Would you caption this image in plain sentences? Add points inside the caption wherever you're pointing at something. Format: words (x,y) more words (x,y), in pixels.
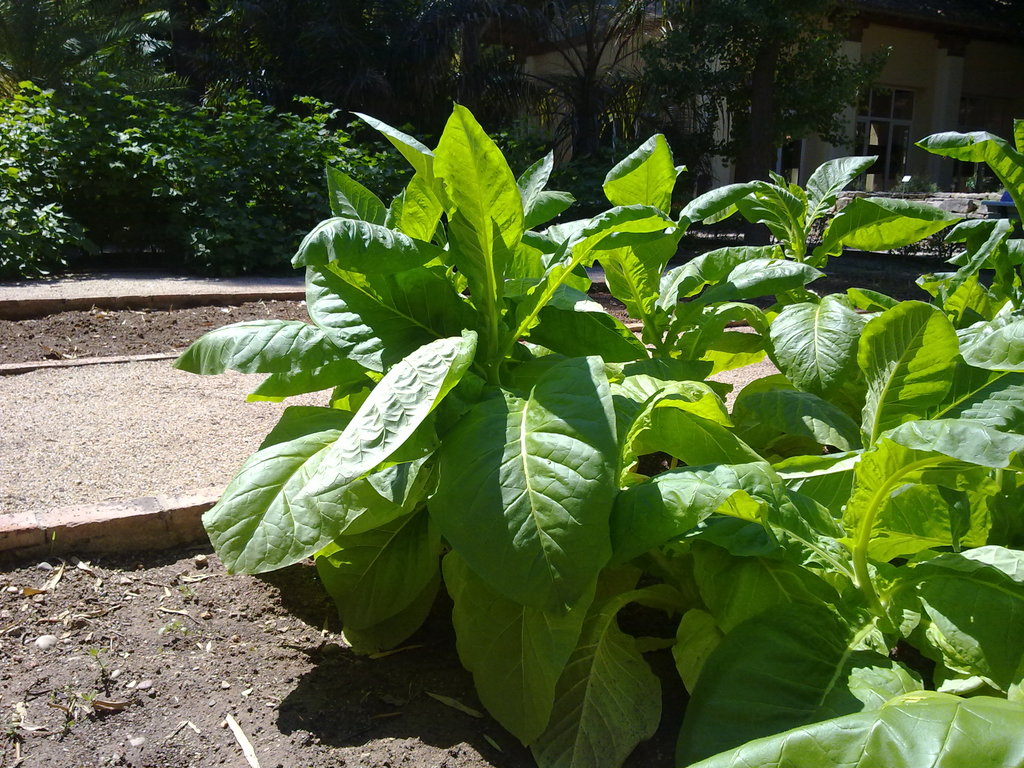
In the foreground of the picture (526,505) there are plants (726,664), soil (124,631) and stones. On the left (138,372) there are pavement (113,439) and soil (83,313). In the background (130,106) there are plants (524,147), trees (801,97), door (871,112) and a building (880,49).
